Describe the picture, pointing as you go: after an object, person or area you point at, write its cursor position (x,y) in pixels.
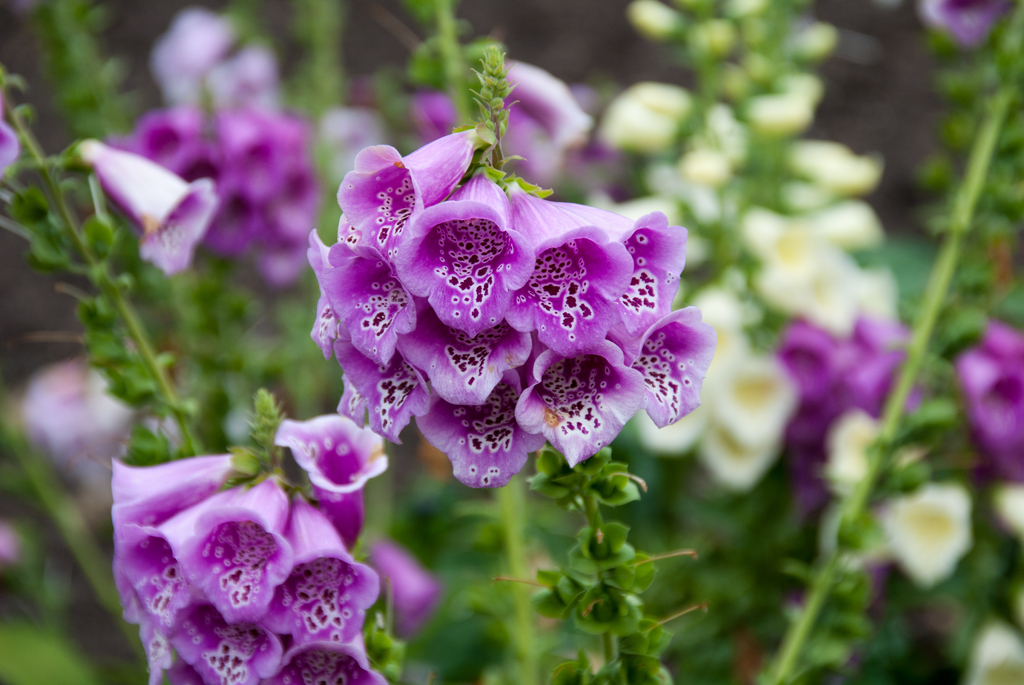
In this picture I can see there are few purple flowers (454,354), in the backdrop (773,384), there are few white flowers (723,346) and there are few leaves (727,265). The backdrop (751,309) is blurred.
